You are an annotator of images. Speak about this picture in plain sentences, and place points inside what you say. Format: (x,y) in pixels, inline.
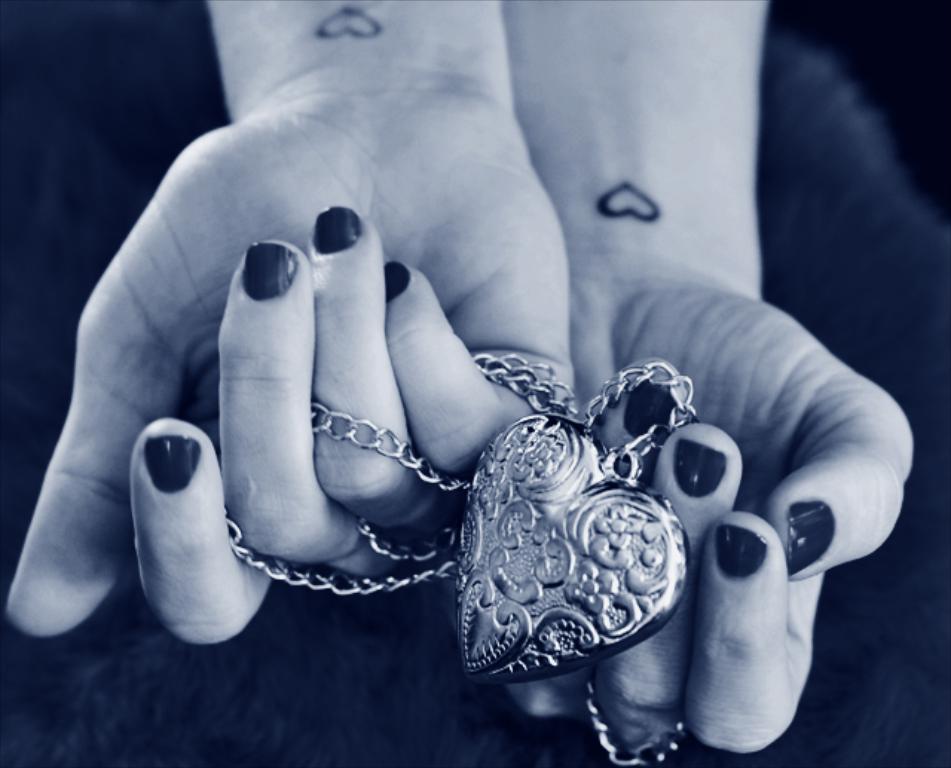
In this image we can see the person's hand (514,311) holding keychain (538,455) and dark background (311,673).
